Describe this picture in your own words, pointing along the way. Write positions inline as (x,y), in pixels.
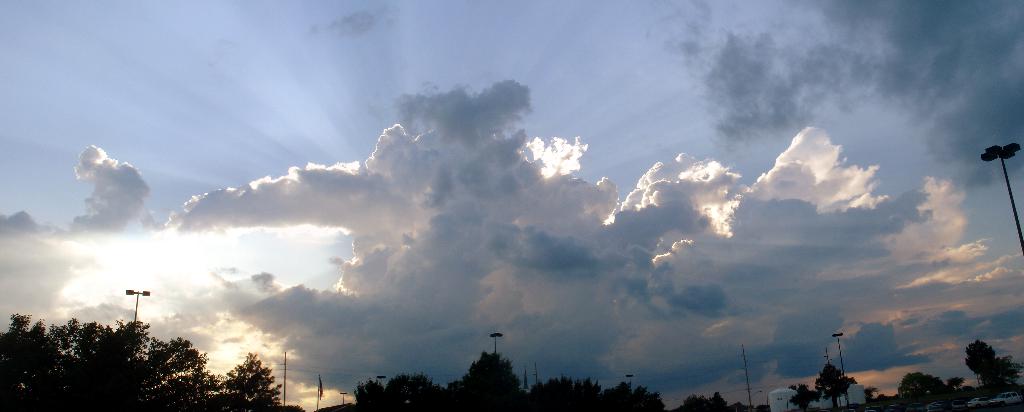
In this image, we can see a cloudy sky (385,181). At the bottom of the image (18,364), we can see so many trees (434,388), poles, flag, vehicles (931,408), containers (781,397) and wires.
